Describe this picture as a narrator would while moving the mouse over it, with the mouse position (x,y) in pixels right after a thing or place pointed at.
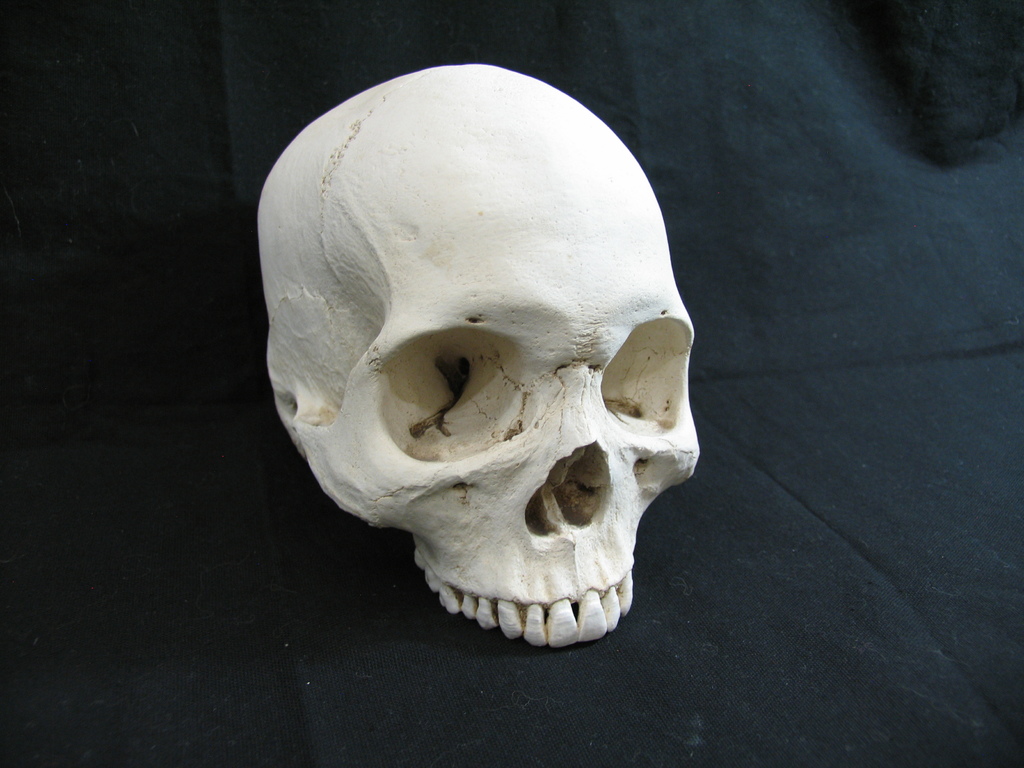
As we can see in the image there is white color human skeleton head (489,332) on black color cloth (693,675).
